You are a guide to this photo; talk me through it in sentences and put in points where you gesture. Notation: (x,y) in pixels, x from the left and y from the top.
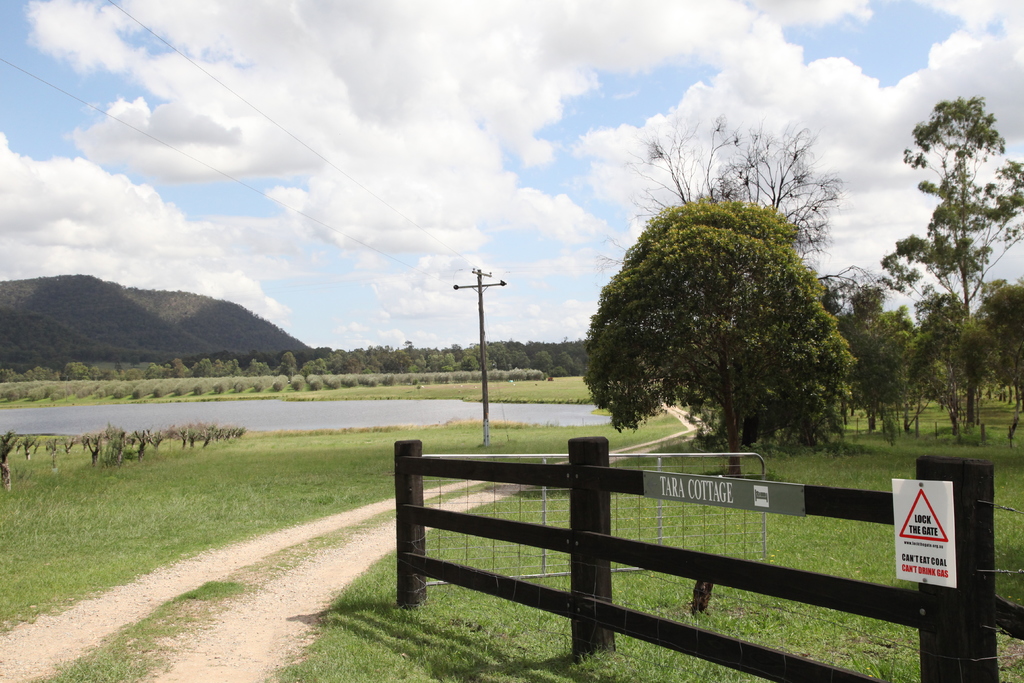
At the bottom of the image (415,496) there is fencing (546,597). There is grass (75,504). In the background of the image (279,339) there are trees (242,357), mountains (241,329). In the center of the image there is road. There is a electric pole (486,383). To the right side of the image (761,314) there are trees (696,216). At the top of the image (517,54) there is sky (459,152) and clouds (270,103).
